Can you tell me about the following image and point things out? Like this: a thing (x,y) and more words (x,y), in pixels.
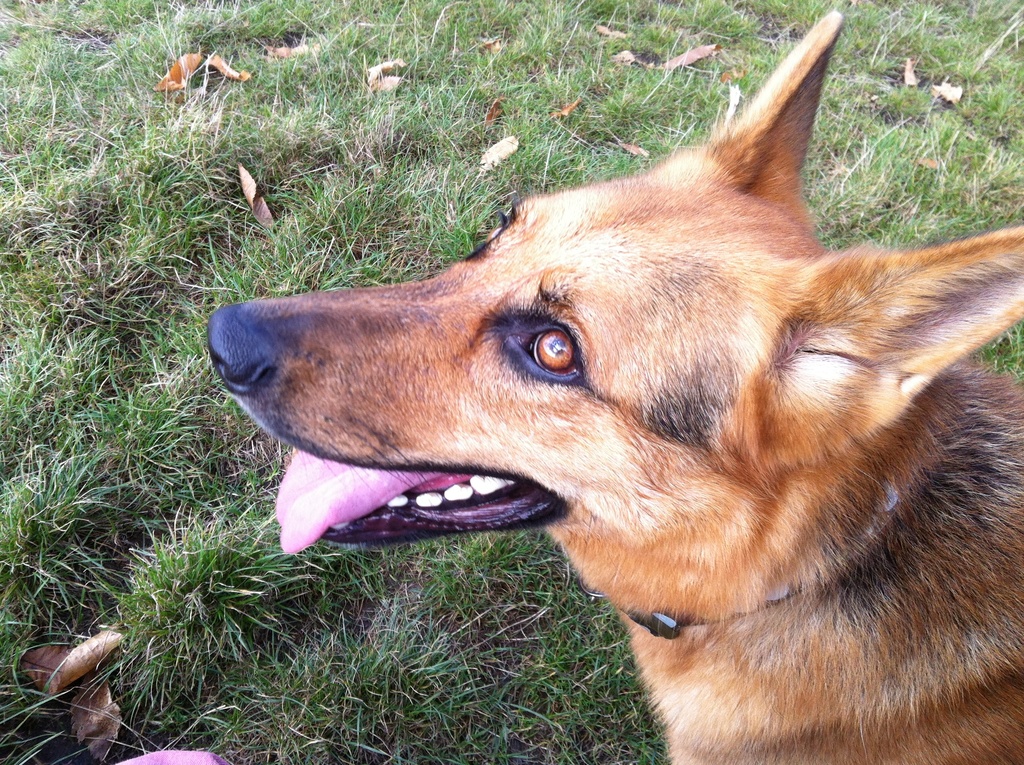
In the foreground of the image (523,248) there is a dog (622,379). At the bottom of the image (339,653) there is grass (181,657). There are dry leaves (104,634).
